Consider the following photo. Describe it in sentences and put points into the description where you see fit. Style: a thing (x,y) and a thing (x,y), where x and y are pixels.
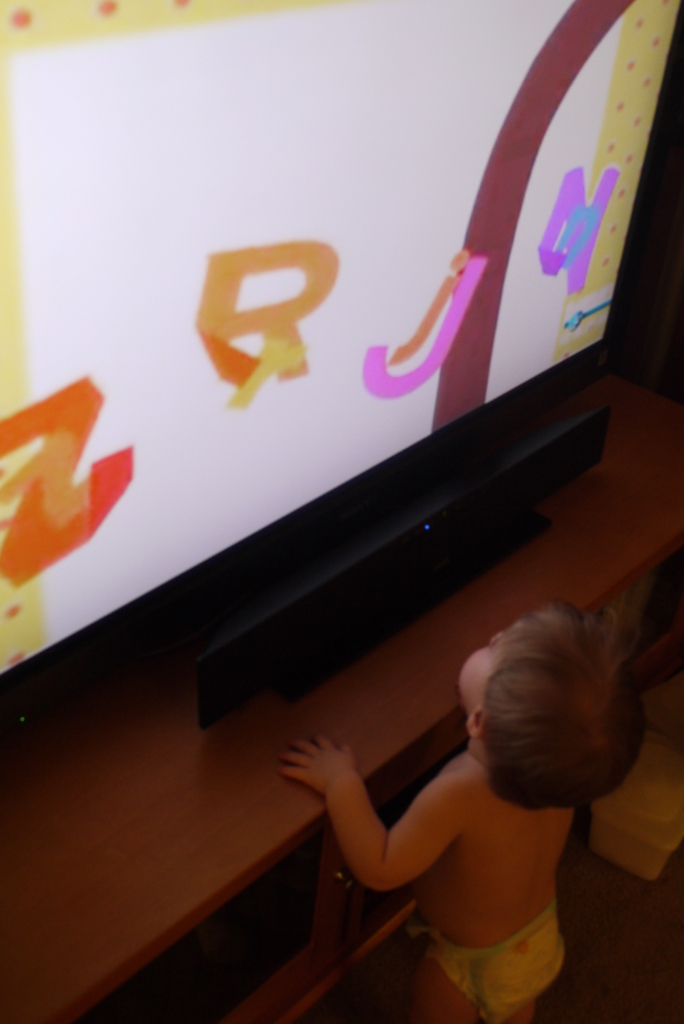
In this picture we can see a boy (456,845) standing and holding table (222,761), on the table (101,906) we can see television (311,404).
